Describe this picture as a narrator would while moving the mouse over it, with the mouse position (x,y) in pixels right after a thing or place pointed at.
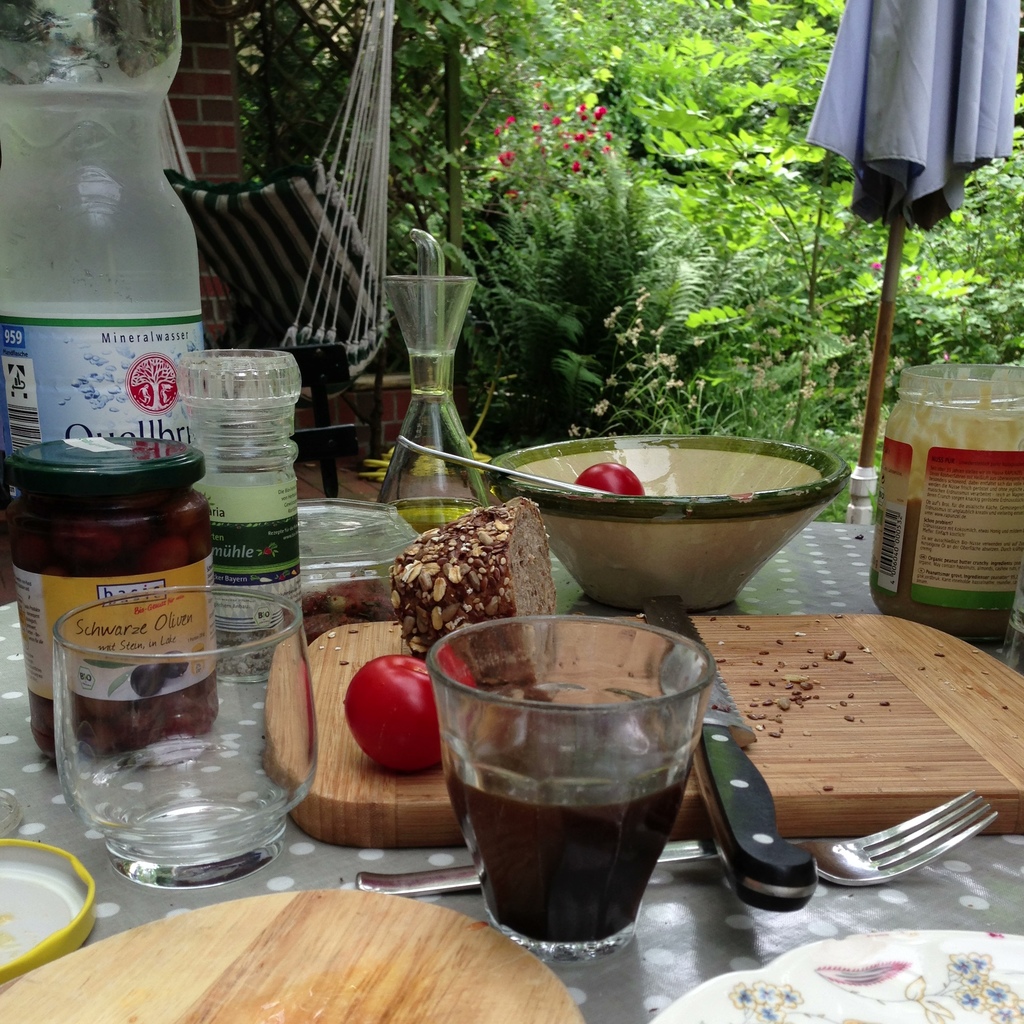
In this image I can see a table (626,1002) and on it I can see two chopping boards (235,964), a fork (930,855), two glasses (572,854), a bottle (151,210), few containers (466,504), a knife (656,604), two tomatoes (405,662), a bowl (613,441) and other stuffs (445,504). In the background (842,329) I can see a cloth (827,73), number of trees (732,113), a building (201,55), a chair (319,362) and number of ropes (377,149).
